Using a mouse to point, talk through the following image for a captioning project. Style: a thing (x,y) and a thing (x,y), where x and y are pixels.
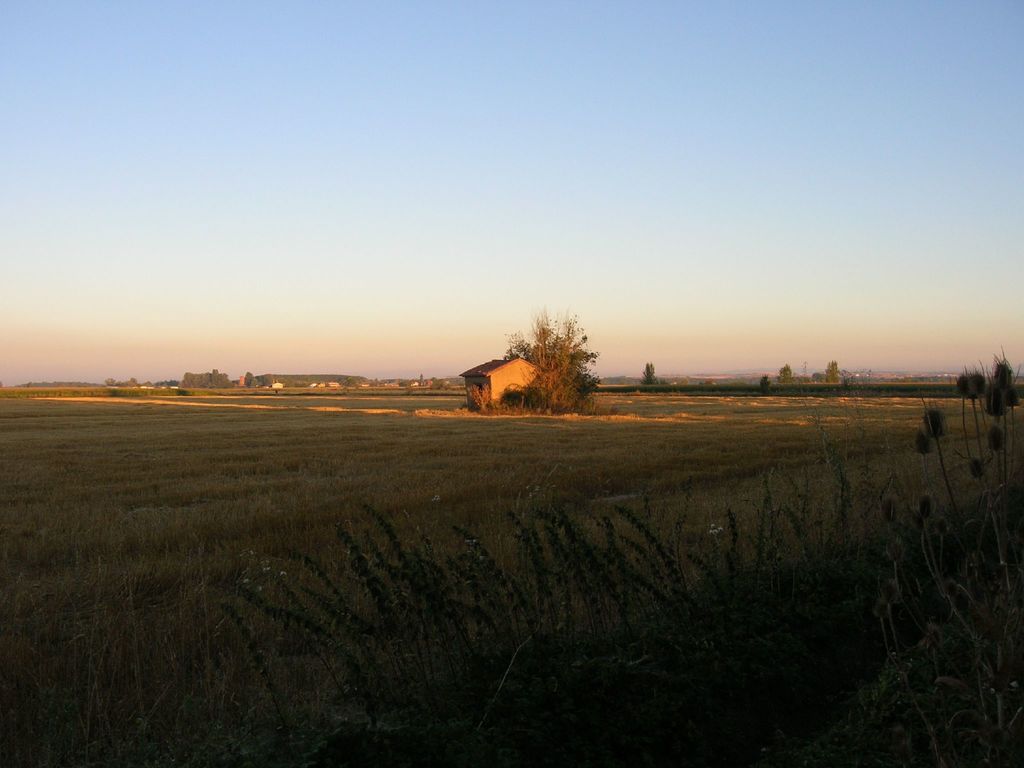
This is an outside view. At the bottom (696,736) there are few plants (714,614). In the middle of the image (497,372) there is a house (521,381) and trees (561,381). In the background (295,379) few buildings (276,383) and trees (207,376) are visible. On the left side (76,472), I can see the grass (221,471) on the ground (367,440). At the top of the image (564,120) I can see the sky (378,95).
